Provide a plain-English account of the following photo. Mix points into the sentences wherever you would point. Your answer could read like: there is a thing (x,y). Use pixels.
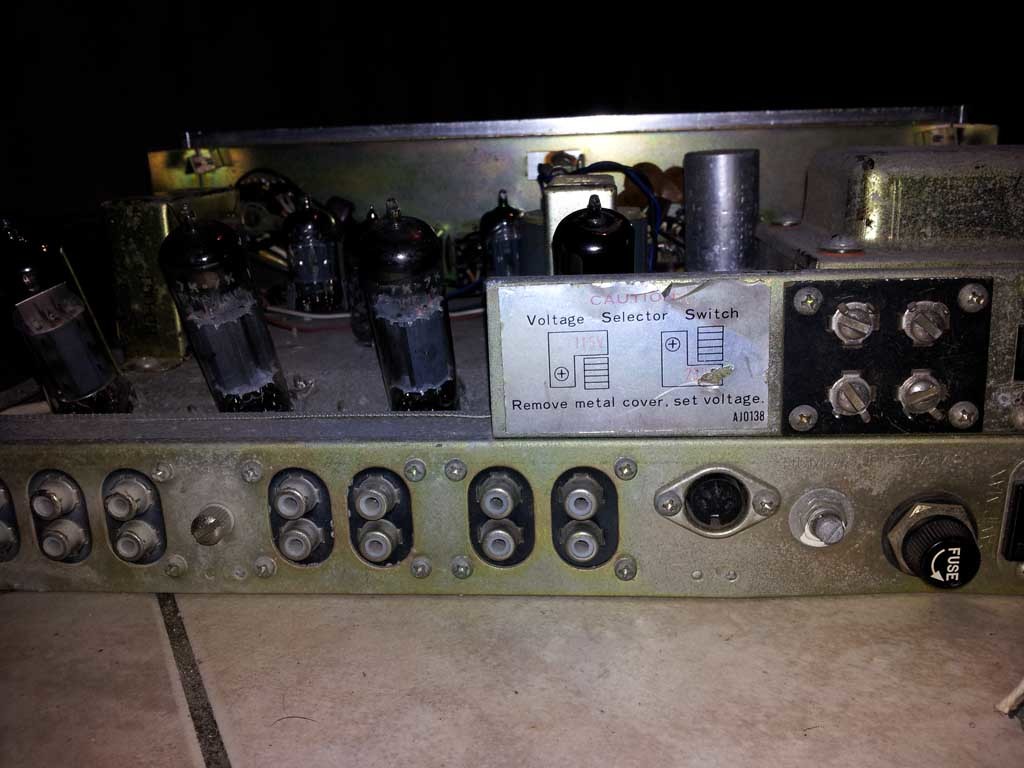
Here I can see an electronic device (341,545) which is placed on the floor (535,702). To this device (700,540) I can see some knobs (925,561) and a white color paper (670,342) is attached to it. On this I can see some text (617,323).
